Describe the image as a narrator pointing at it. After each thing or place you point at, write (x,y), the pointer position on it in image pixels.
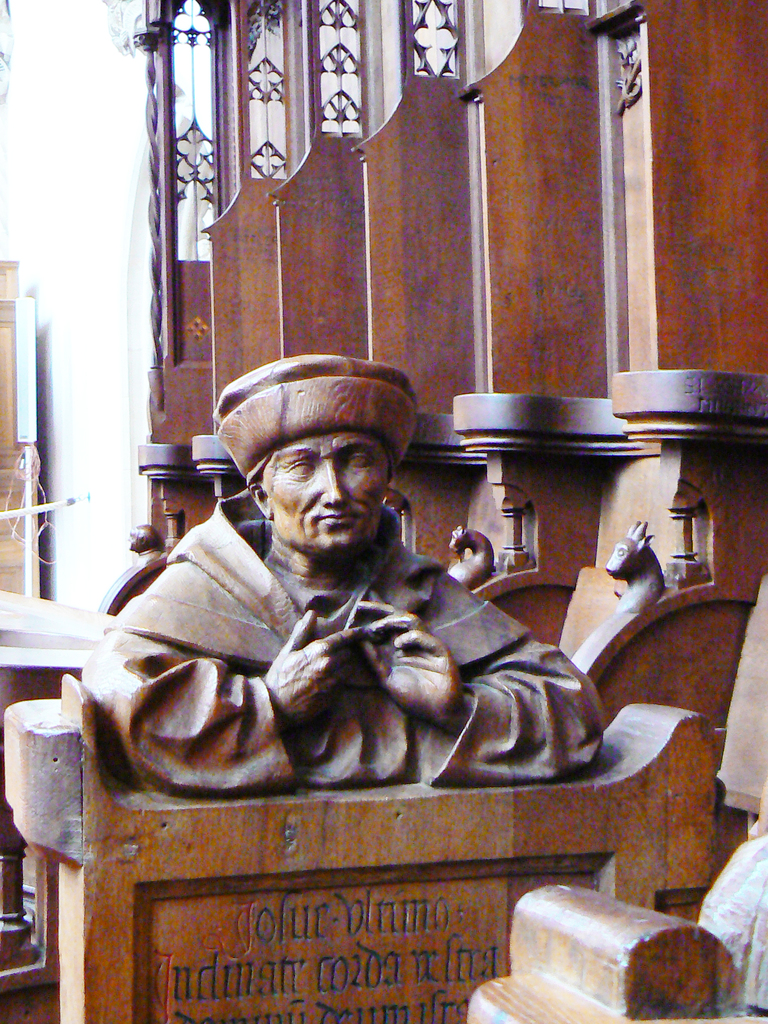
In this image I can see a statue (363,767) in brown and black color. Back I can see few wooden objects (515,170).
